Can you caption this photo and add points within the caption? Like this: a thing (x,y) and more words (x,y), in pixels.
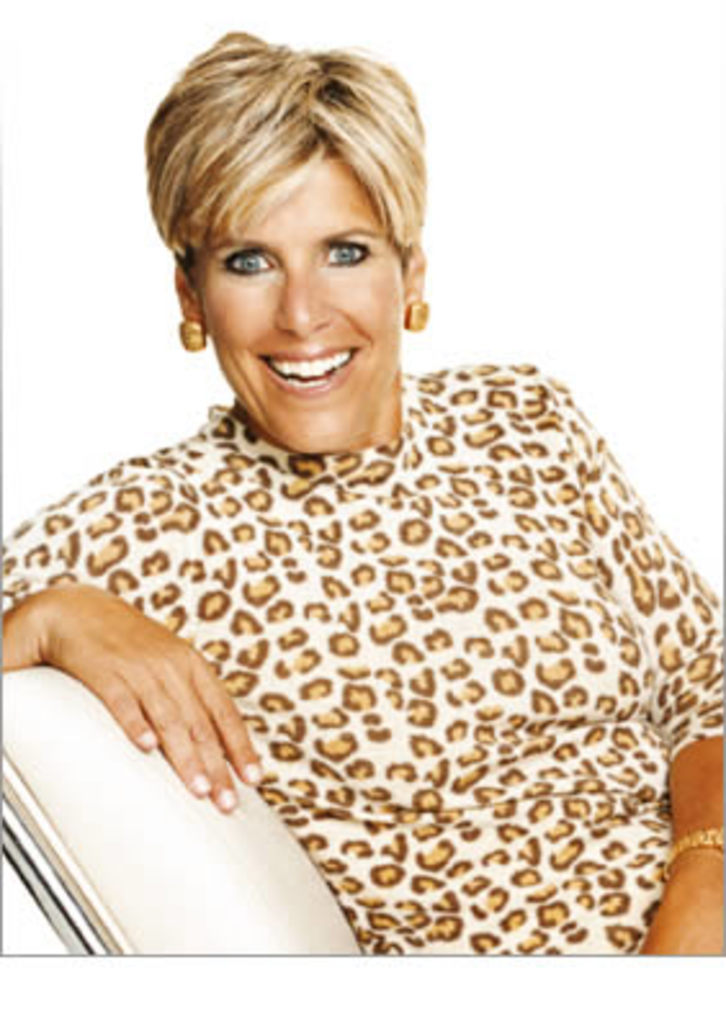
In the picture we can see women (360,596) wearing white and gold color dress (360,596) sitting on a chair (66,889).
